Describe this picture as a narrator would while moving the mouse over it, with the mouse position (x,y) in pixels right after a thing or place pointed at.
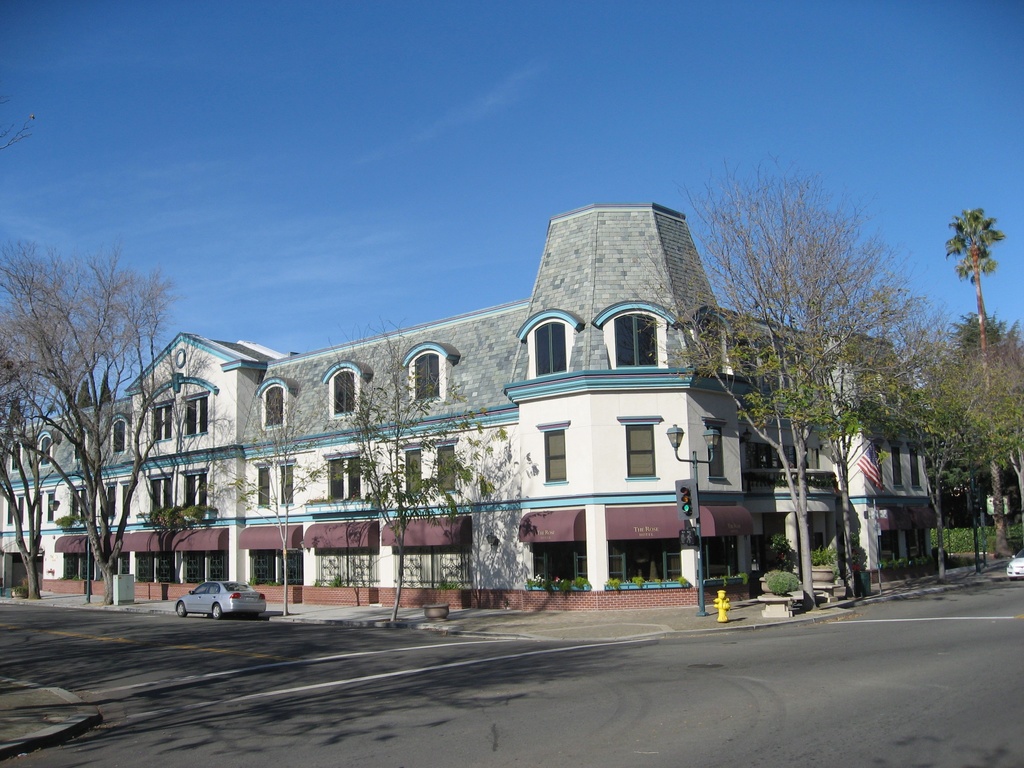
This is an outside view. At the bottom (477,675) there is a road (337,704) and I can see two cars (222,590) on the road (397,649). In the middle of the image (437,449) there is a building (283,419) and there are some trees (850,420). Beside the road (706,729) there is a traffic signal pole (689,503), beside that there is a fire hydrant (724,613) placed on the footpath (675,626). At the top of the image (459,140) I can see the sky (316,129) in blue color.
